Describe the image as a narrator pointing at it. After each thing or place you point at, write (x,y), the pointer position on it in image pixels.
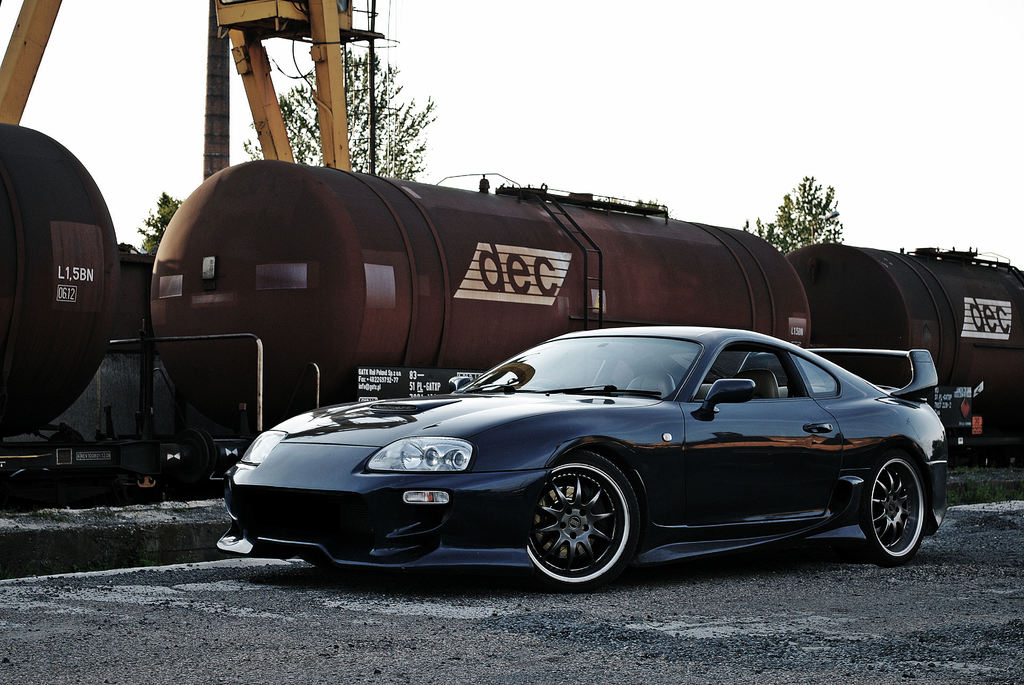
In this picture we can see a car (697,523) on the ground (132,604), train (506,313), metal poles (32,16), trees (286,103) and some objects (602,211) and in the background (475,113) we can see the sky (591,130).
